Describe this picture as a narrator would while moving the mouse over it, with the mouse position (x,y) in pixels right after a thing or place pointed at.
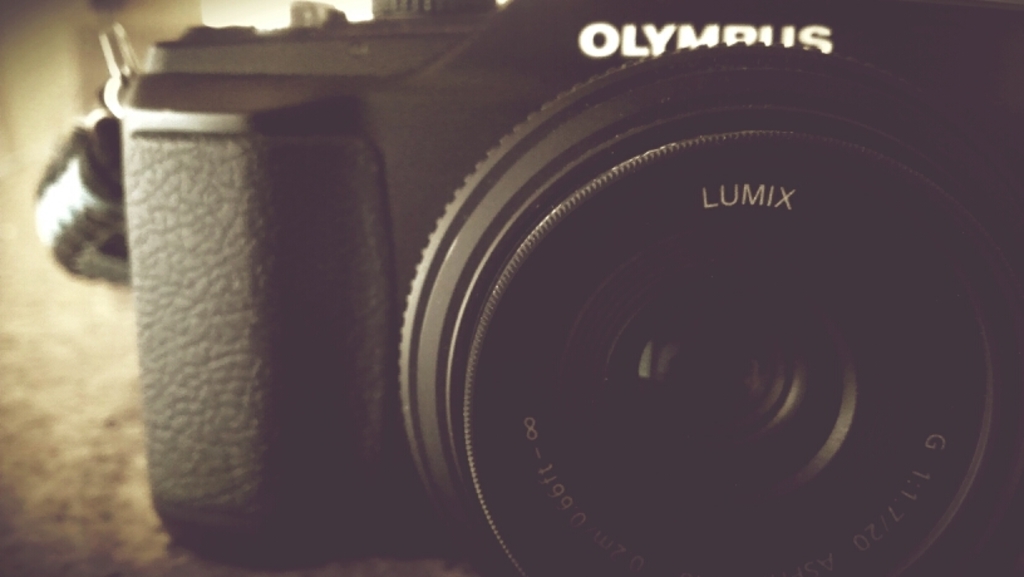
In this image, there is a black color camera (200,252), on that camera (483,190) there is LUMIX is written.
